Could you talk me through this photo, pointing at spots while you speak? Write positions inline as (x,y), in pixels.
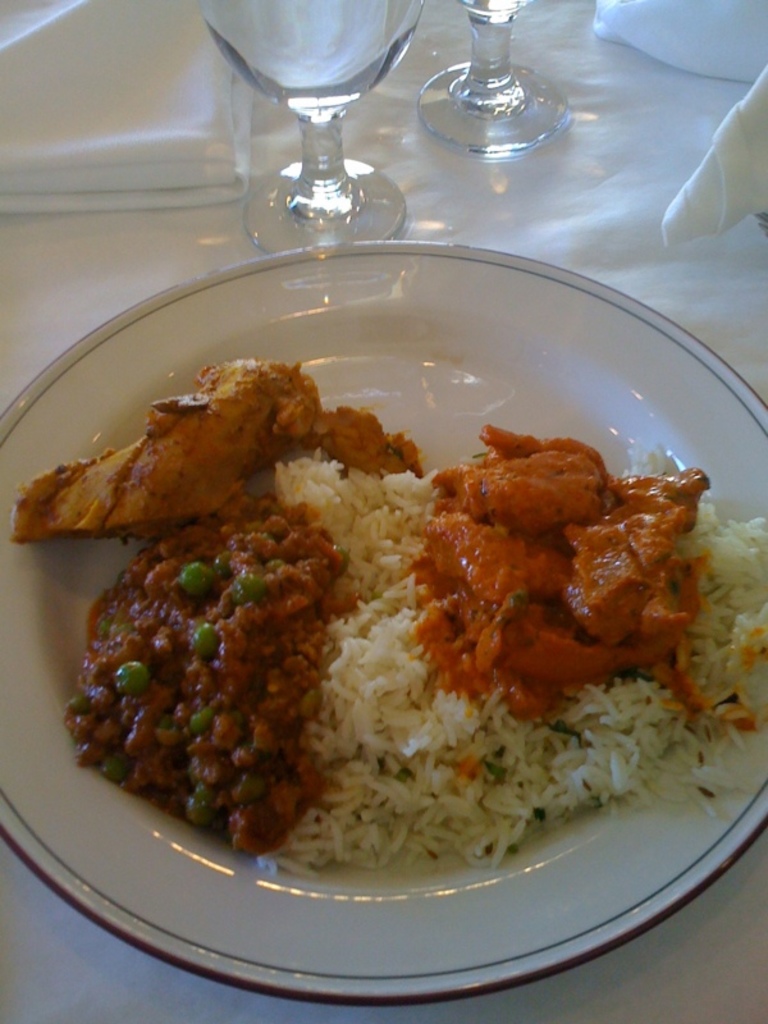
In this picture there is a food (312,633) on the plate (112,363). There is a plate (242,898) and there are glasses (474,35) and tissues (731,175) on the table (579,137) and the table (593,150) is covered with white color cloth (98,262).
